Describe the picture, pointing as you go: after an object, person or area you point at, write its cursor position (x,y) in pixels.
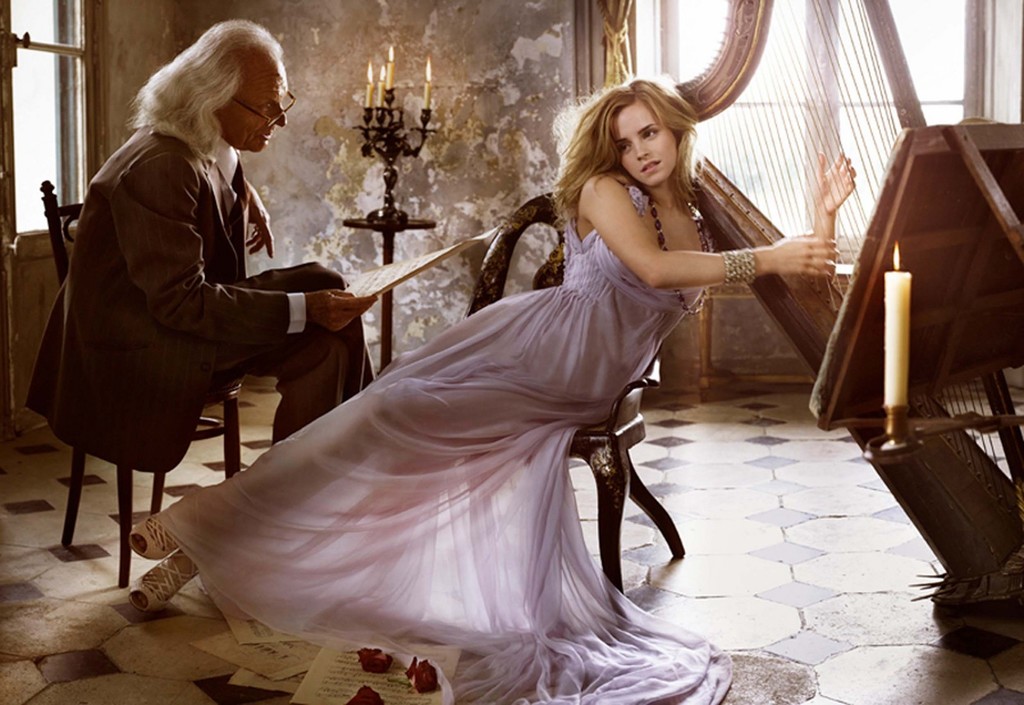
In the center of the image (526,367) we can see two people (339,320) are sitting on the chairs (638,403). Among them, we can see one person (319,341) is holding an object (353,293) and the other person (613,325) is holding one musical instrument (798,290). On the right side of the image (887,426), we can see one candle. At the bottom of the image (366,671), we can see the papers (409,699) and flowers (424,675). In the background (445,88) there is a wall (472,60), windows (686,56) and one candle stand (423,140) with candles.
